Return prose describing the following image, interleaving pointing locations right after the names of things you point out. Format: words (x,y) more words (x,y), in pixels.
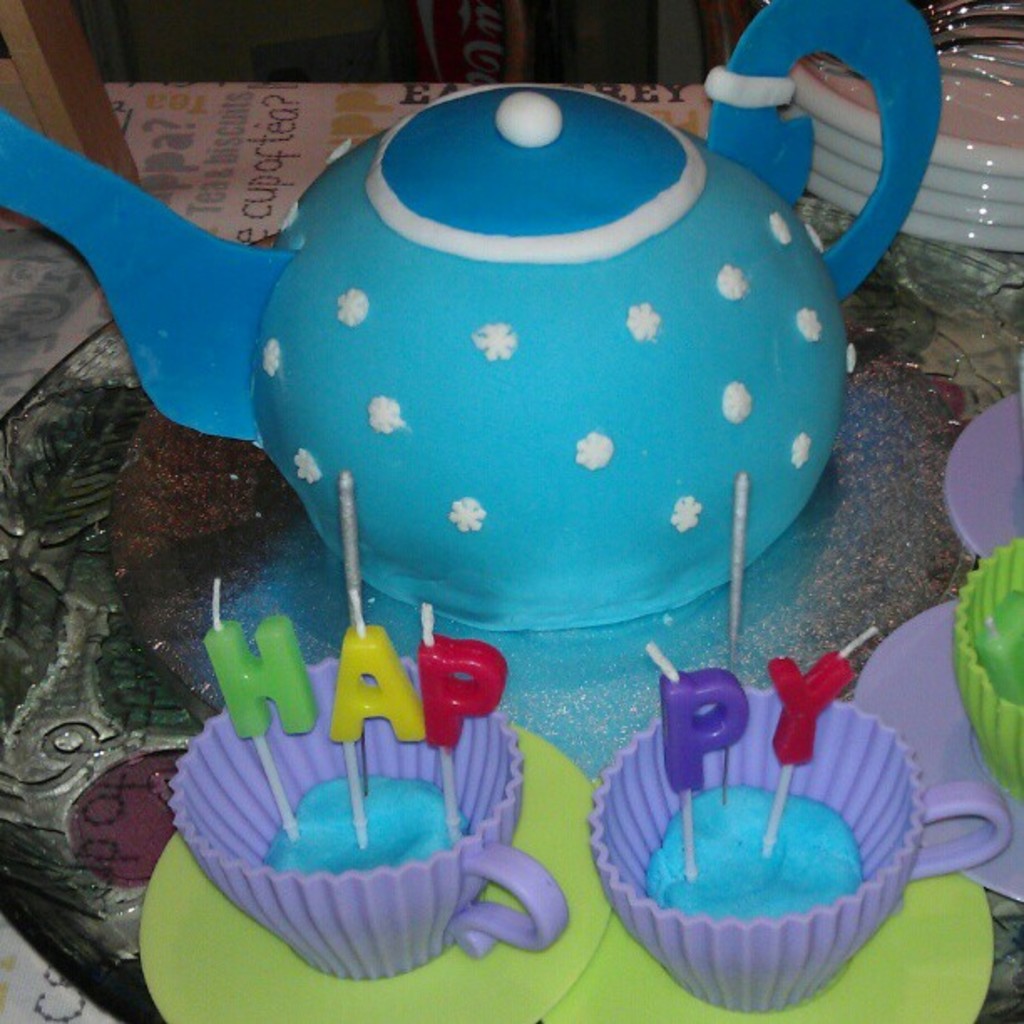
In this picture there is a kettle (481,285) in the center of the image (498,345) and there are cups (475,854) and saucers (554,844) at the bottom side of the image (506,839), in which there are happy spelling letters (398,714) in the cups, it seems to be there are ceramic plates (967,115) in the top right side of the image (980,135).
